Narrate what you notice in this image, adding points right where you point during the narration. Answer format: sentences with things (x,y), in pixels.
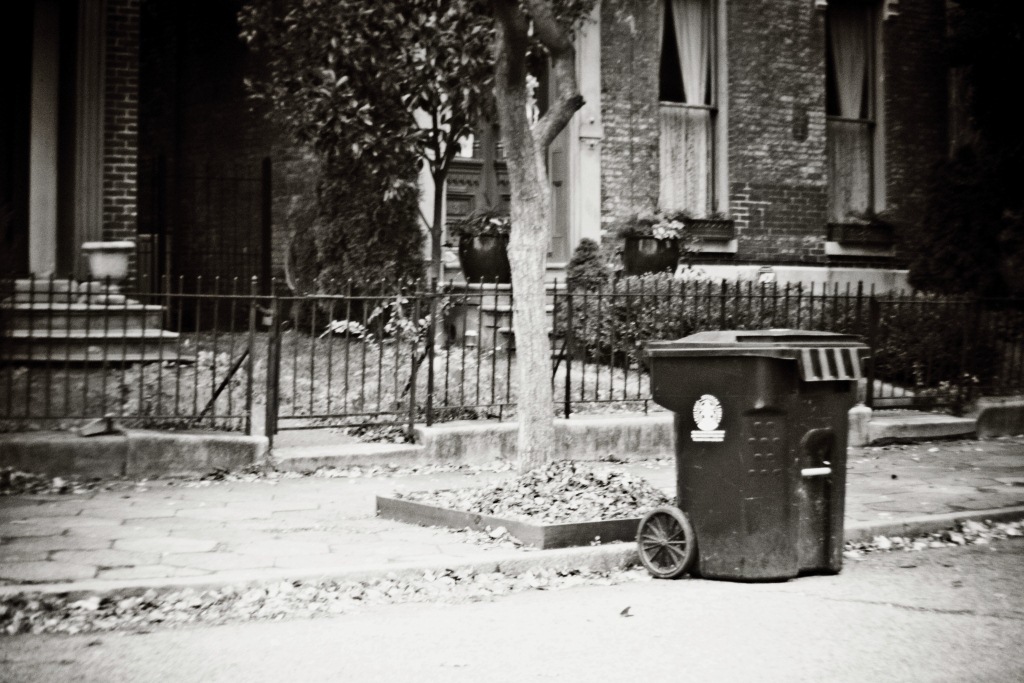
In this picture I can see buildings (265,146), trees (507,152) and a metal fence (477,331) and I can see a dustbin (709,498) on the ground (565,574) and few plants (683,282).
